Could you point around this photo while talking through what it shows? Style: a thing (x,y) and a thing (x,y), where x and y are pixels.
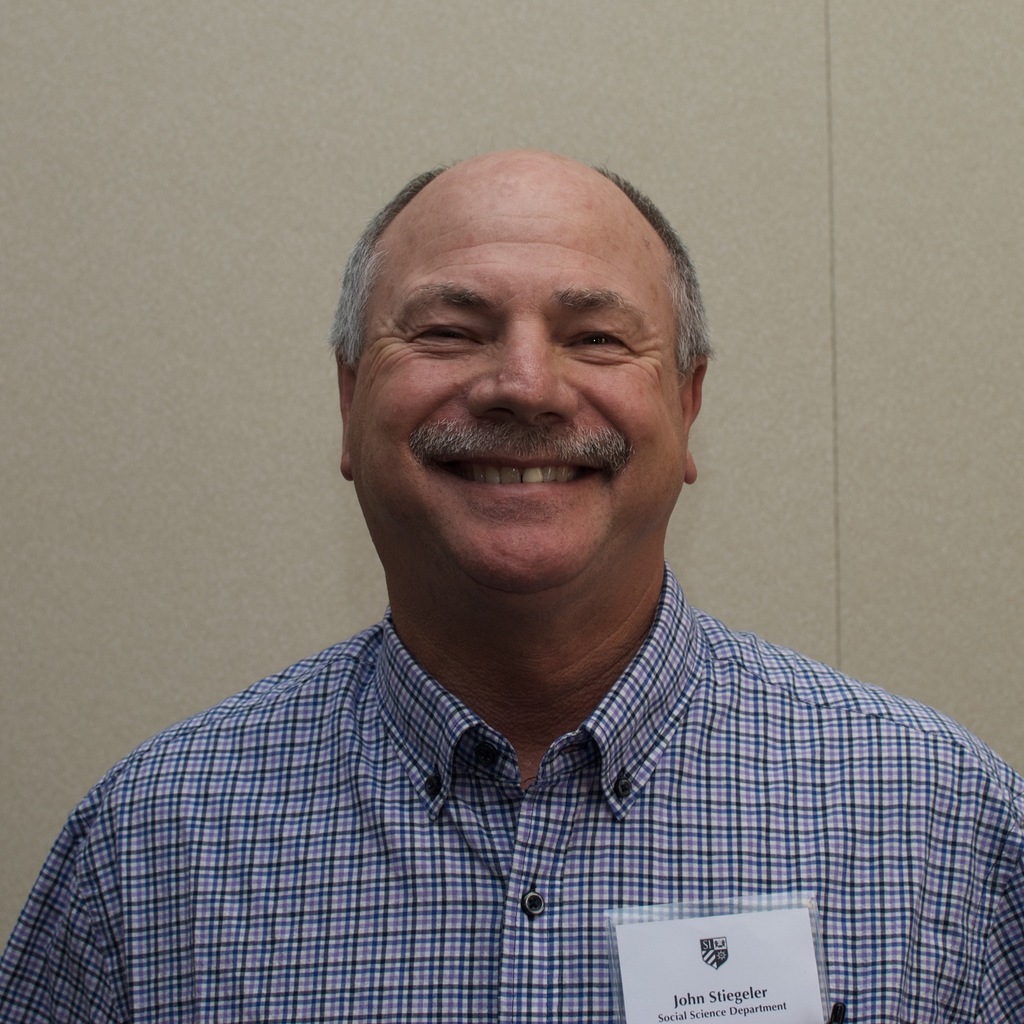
In this image, we can see an old man (450,775) is watching and smiling. He wore a shirt (402,926). Here there is a badge (678,943). Background (157,142) there is a wall (327,285).
